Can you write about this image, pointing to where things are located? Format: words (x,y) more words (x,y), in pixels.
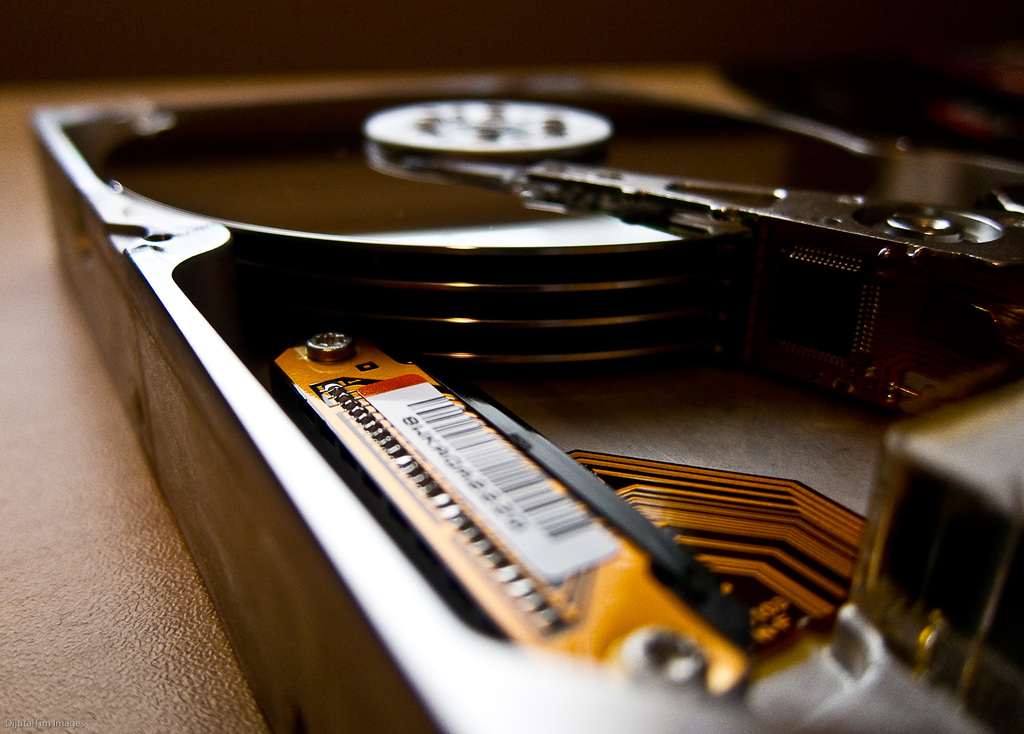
In this image I can see there is a hard disk drive (453,295) on the table (157,512).
